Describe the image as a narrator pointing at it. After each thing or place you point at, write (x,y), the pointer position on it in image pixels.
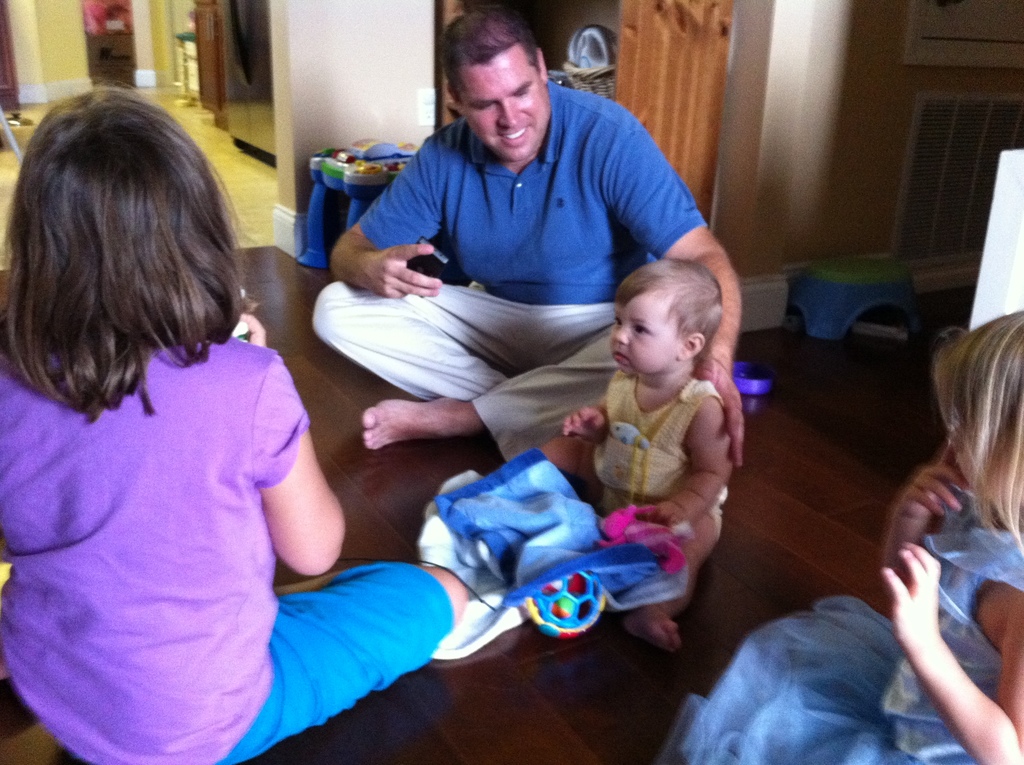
In this image I can see a group of people (443,614) sitting on the floor (387,470). I can see some objects (373,167) on the floor (833,452). In the background (317,147), I can see the wall (280,88). I can also see it looks like a fridge (228,75).
